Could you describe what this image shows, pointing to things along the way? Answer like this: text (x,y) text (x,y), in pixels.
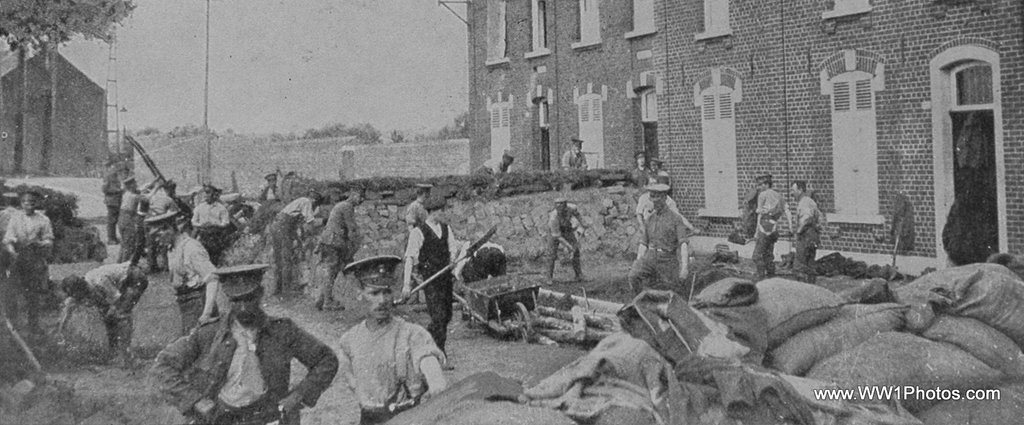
In the image in the center (419,260), we can see a few people (364,349) are standing and holding some objects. And we can see wheel carts (497,300), bags (722,287) and a few other objects (626,364). In the bottom right side of the image (822,395), there is a watermark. In the background (537,166) we can see the sky (434,44), trees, buildings (993,78), pole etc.
